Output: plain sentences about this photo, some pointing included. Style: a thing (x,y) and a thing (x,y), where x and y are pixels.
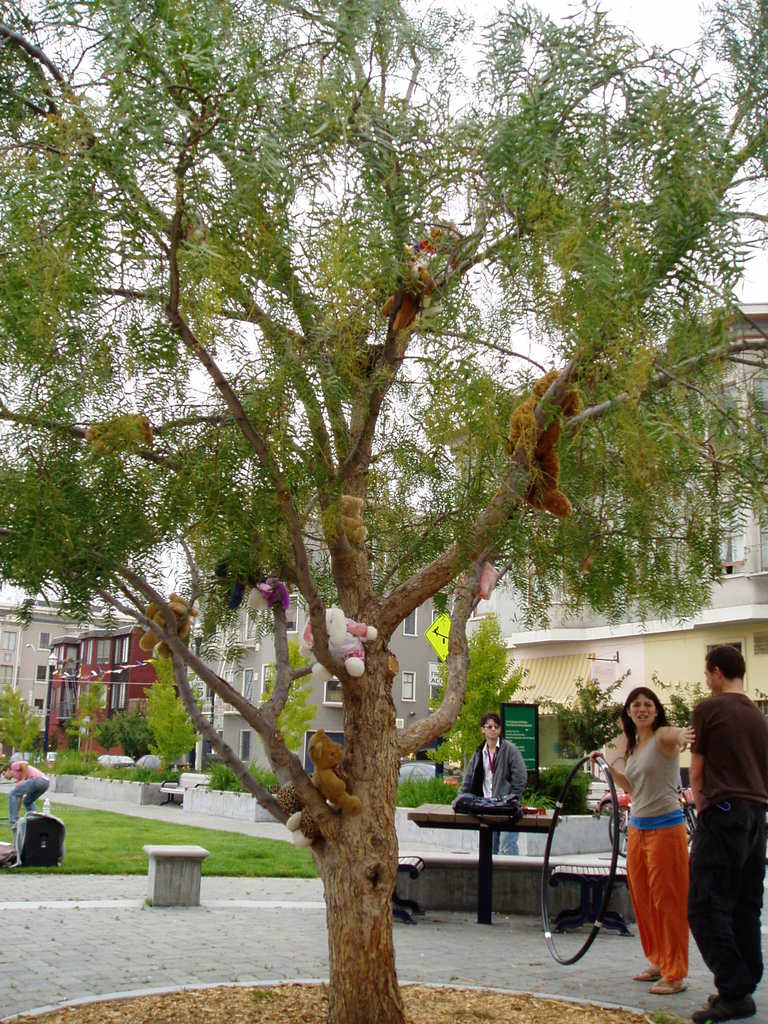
In this image I can see few buildings (43,712), windows (406,634), grass (76,870), few trees (490,461), few boards (506,736) and I can see few people (699,705) are standing. Here I can see few teddy bears (508,430) and on this board (513,722) I can see something is written.
